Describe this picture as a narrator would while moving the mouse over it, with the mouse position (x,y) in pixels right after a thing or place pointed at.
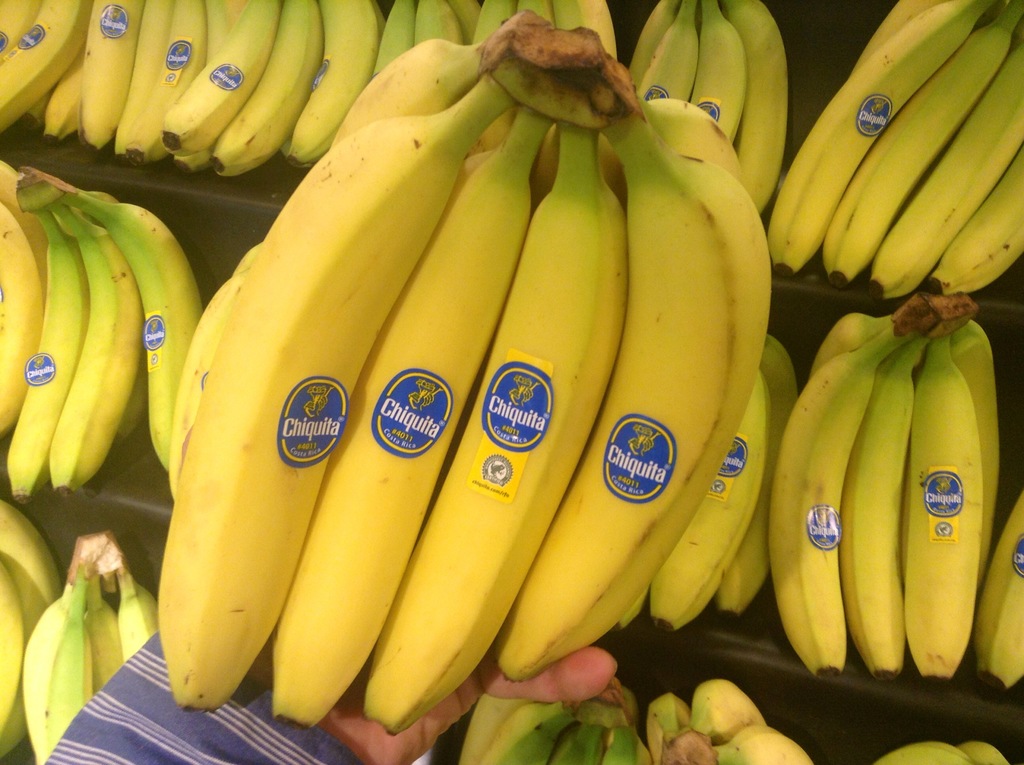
In this picture I can see number of bananas (346,519) and I see a person's (149,705) hand (449,701) in front (474,684) who is holding few bananas (581,295) and I see stickers (303,460) on the bananas (351,330) and I see something is written on it.
